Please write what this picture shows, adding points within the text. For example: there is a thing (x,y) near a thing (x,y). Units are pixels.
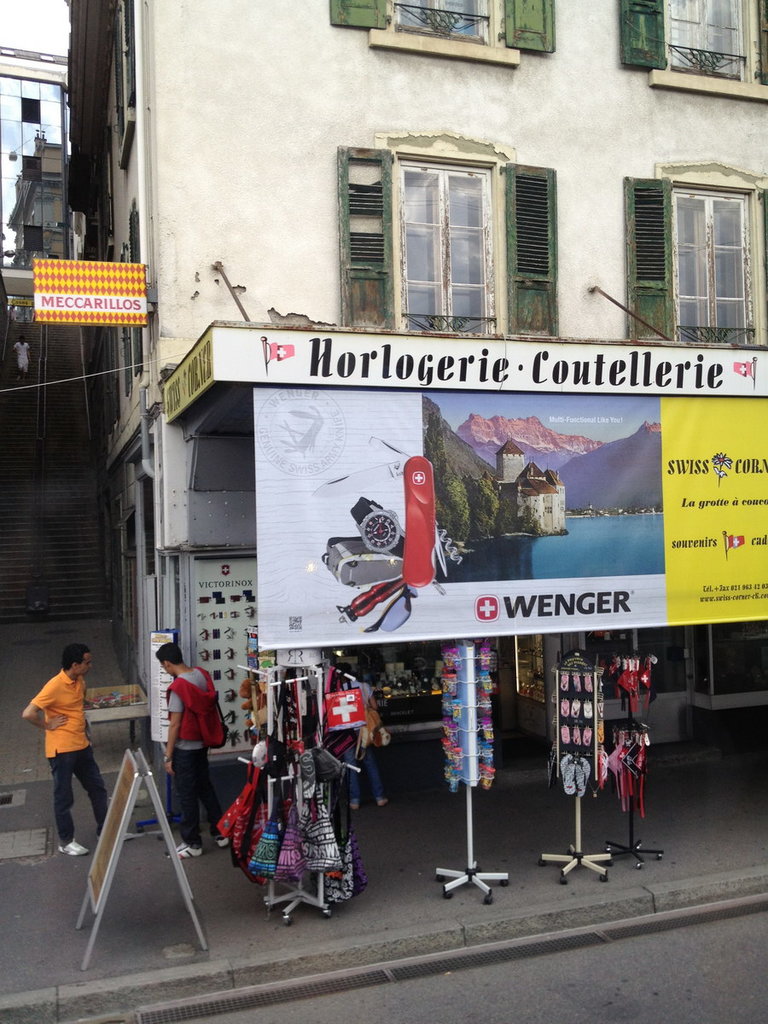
This picture is clicked on a street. At the bottom of the picture (176,733), we see people (74,662) standing and beside them, we see bags (296,853) hanged to the hangers (280,860) and beside that, there is a board (125,802). There is a shop (242,556) and a hoarding board (450,454) with some text (501,369) written on it. Behind that, there is a white building (394,274).
